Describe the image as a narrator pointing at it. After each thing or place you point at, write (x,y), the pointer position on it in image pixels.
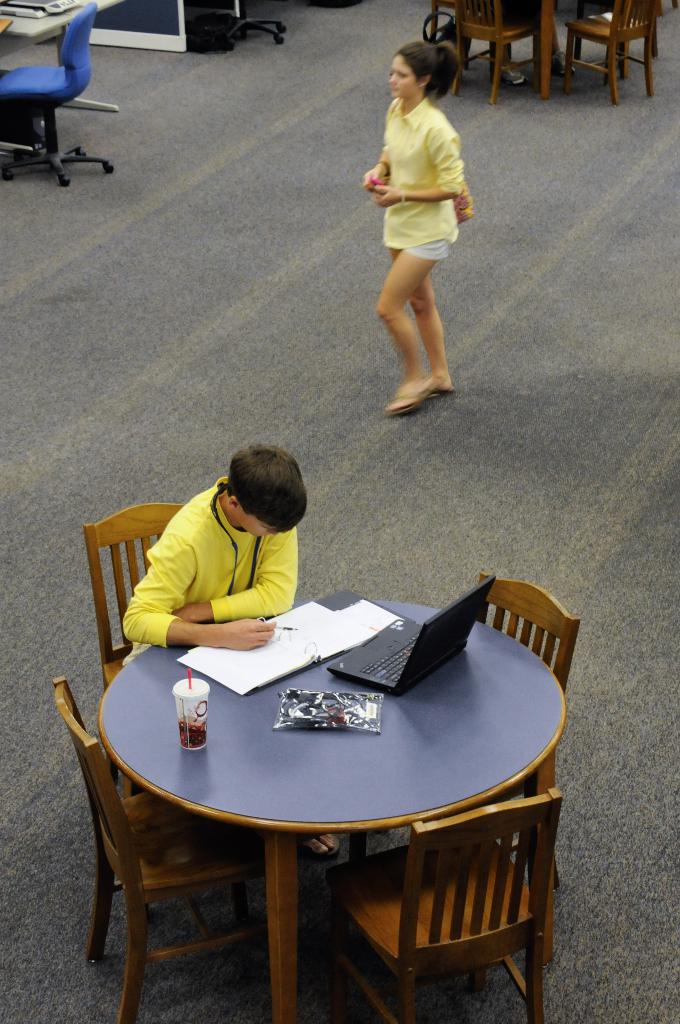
The person (228,556) wearing yellow dress (229,563) is sitting on a chair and looking into a paper (289,649) in front of him which is placed on the table (271,708) and also there is a laptop (360,671) and some other objects (346,705) on it and there is a women (416,187) walking behind him.
